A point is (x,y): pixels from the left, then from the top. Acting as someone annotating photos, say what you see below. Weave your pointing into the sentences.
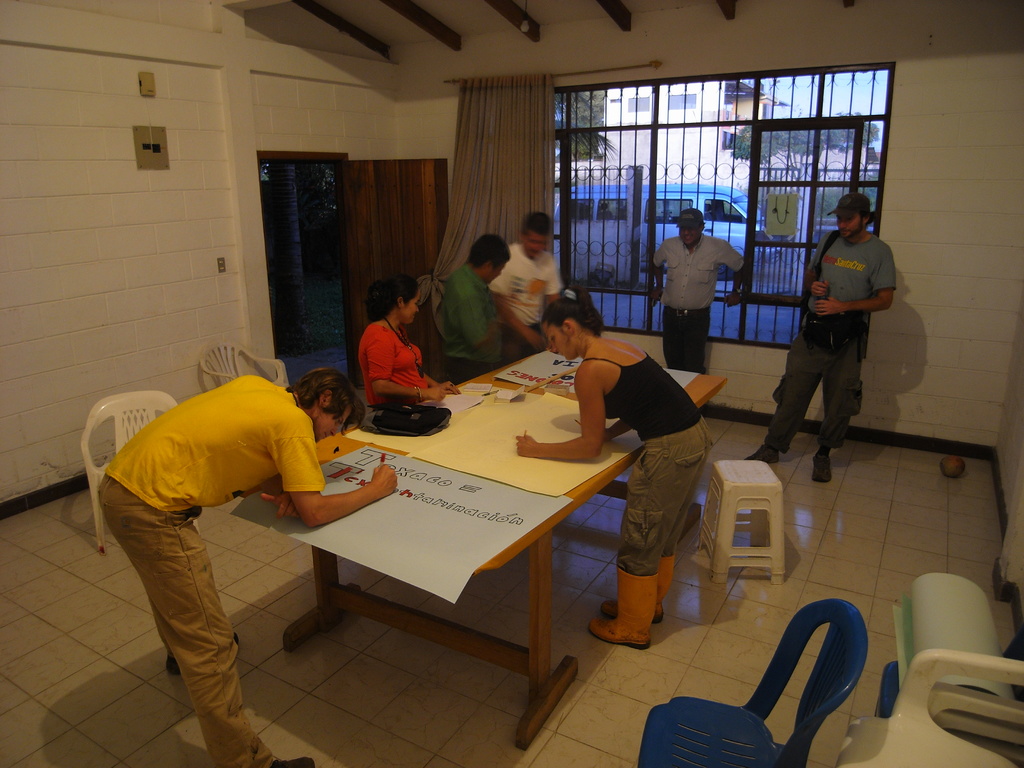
In this image I can see number of people (186,599) where few of them are writing on a chart paper (442,464). This image is a view of a room (224,343) where I can see number of chairs (758,735) and stools (740,510). Outside the window (658,196) I can see a vehicle (575,208), trees (789,146) and a building (680,136).
